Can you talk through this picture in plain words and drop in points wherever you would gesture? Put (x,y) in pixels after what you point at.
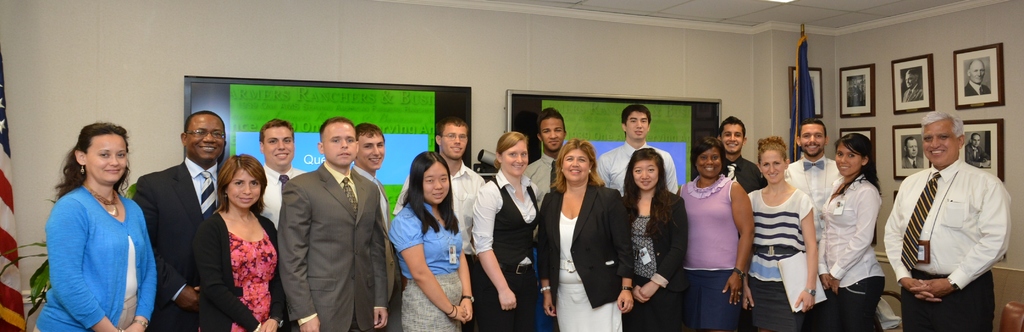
In this given picture, We can see groups of people (326,134) standing. Towards the right (995,156), We can see a couple of photo frames (865,111) and a wall (606,25), a blue color flag (801,54), a black color board (710,100) in middle (399,170), We can see a projector (246,108) towards the left (40,290), We can see an artificial tree (43,278) and flag (6,311).
